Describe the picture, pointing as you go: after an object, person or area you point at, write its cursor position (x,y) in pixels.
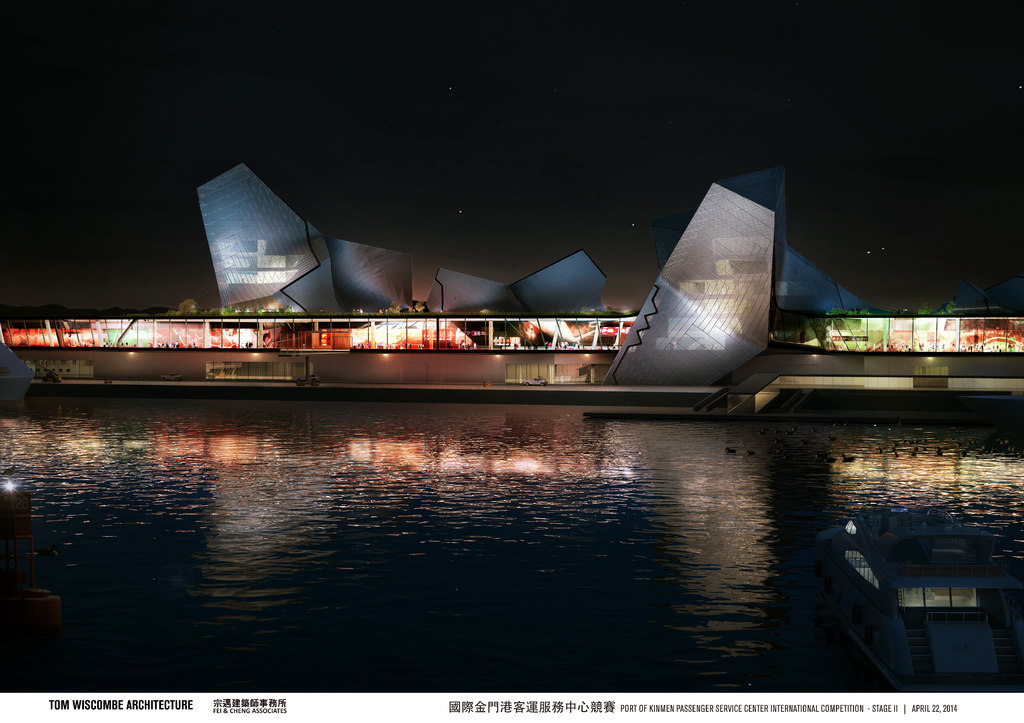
At the bottom (564,553) there is water (406,522), in the middle (525,307) it is a building (525,366) with lights (1004,334). At the top (512,107) it is the sky (509,121).
